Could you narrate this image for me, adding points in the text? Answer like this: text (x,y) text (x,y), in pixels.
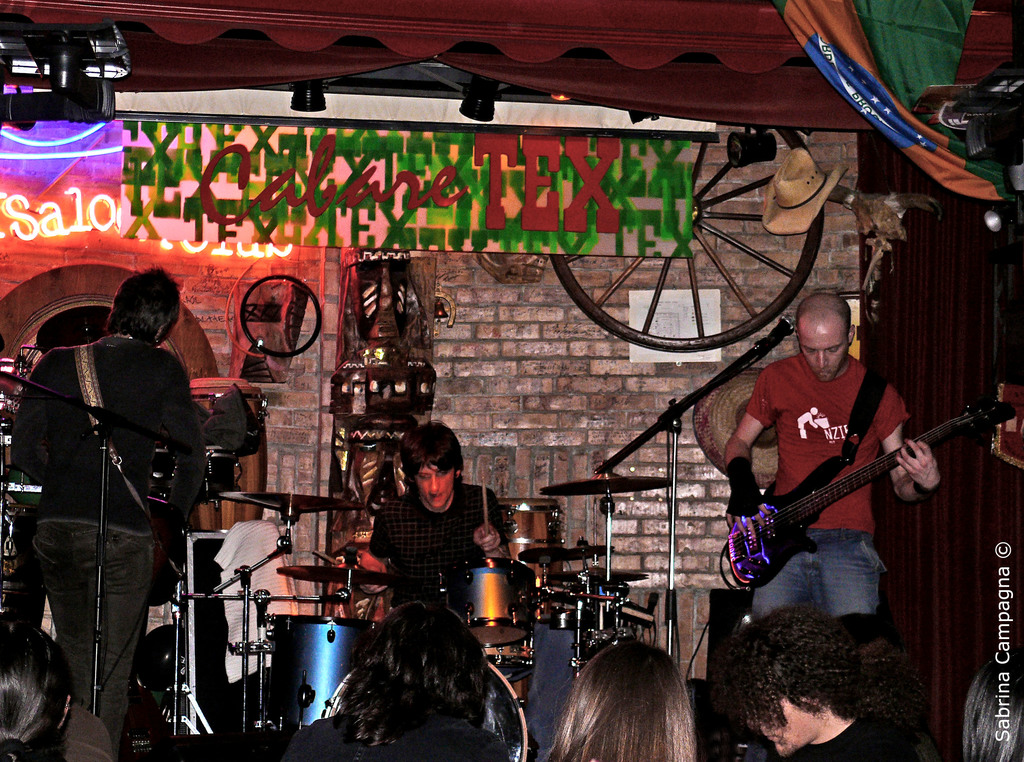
In this Image I see 3 men (121,588) in which 2 of them are standing and one of them is sitting and I can also all of them are with their musical instruments (167,476). In the background (121,275) I see the wall (532,305), a wheel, hat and the cloth (937,47). I can also see few people (26,667) over here.
